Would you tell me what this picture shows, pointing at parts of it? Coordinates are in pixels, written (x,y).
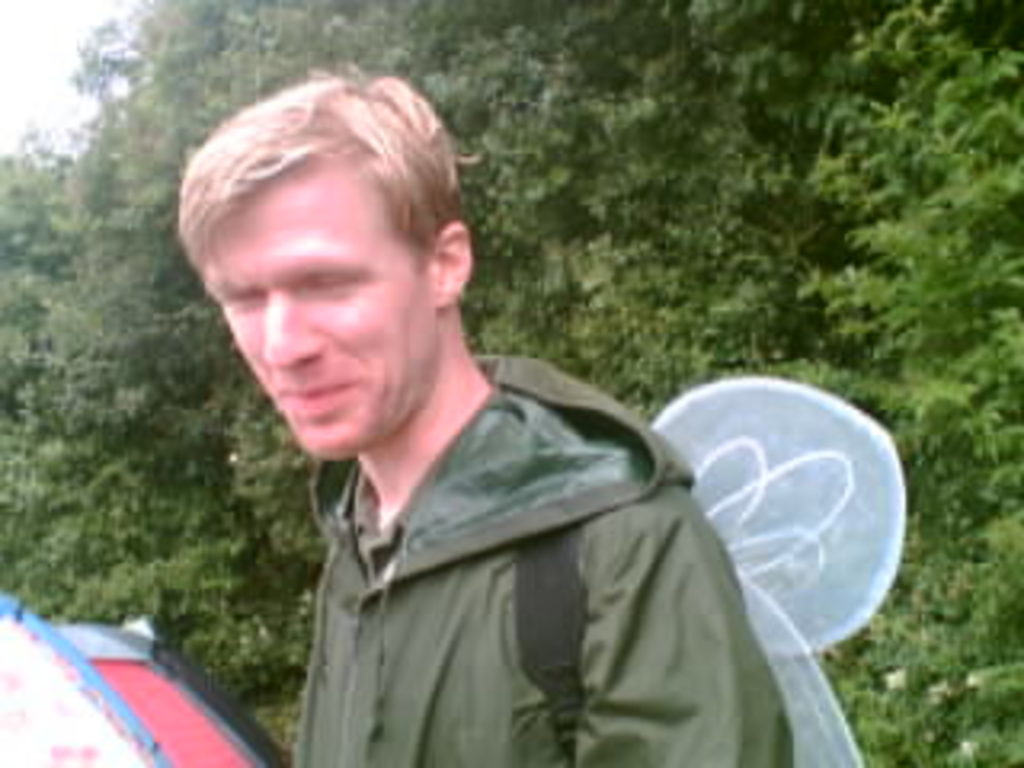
In this picture there is a man (498,387) wearing a green jacket (451,668) and he is carrying something. In the background (650,232) there are trees (149,78) and sky (39,76).
